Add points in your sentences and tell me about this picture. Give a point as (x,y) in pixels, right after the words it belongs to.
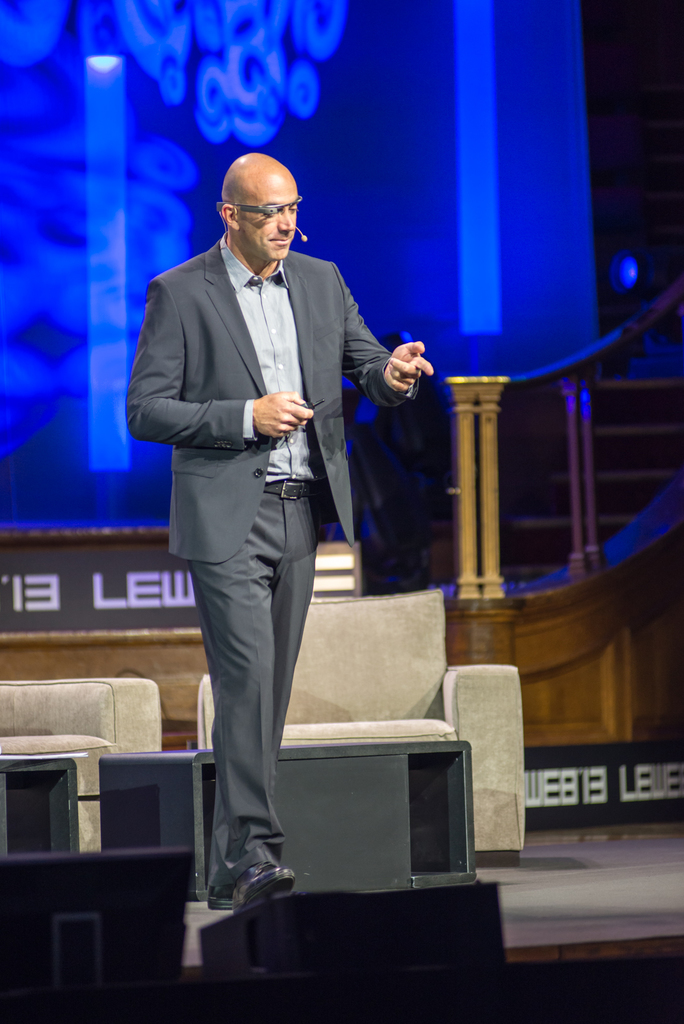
In the center of the image (301,563) there is a person (273,726) wearing a suit (277,836). He is walking. In the background of the image (424,24) there is a blue color screen (90,277). There is a staircase (519,409). There are chairs (42,704).
